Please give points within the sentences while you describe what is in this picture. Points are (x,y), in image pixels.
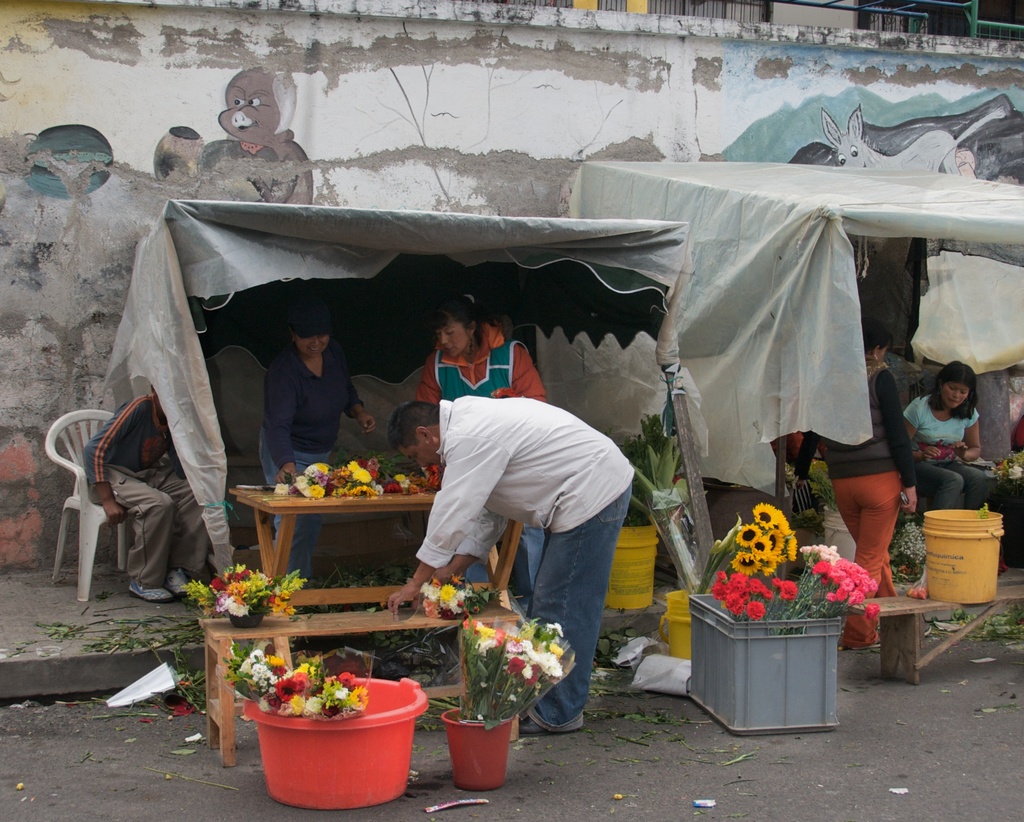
There are six people (583,420) on the image preparing bouquets (752,575) with different flowers (760,554) on the road (830,738) under the tent (376,264). There are flowers (763,507) like rose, sunflower (769,517). There is a painting (262,126) of a pig (245,128) on the wall (226,98) behind the tent (274,235).
